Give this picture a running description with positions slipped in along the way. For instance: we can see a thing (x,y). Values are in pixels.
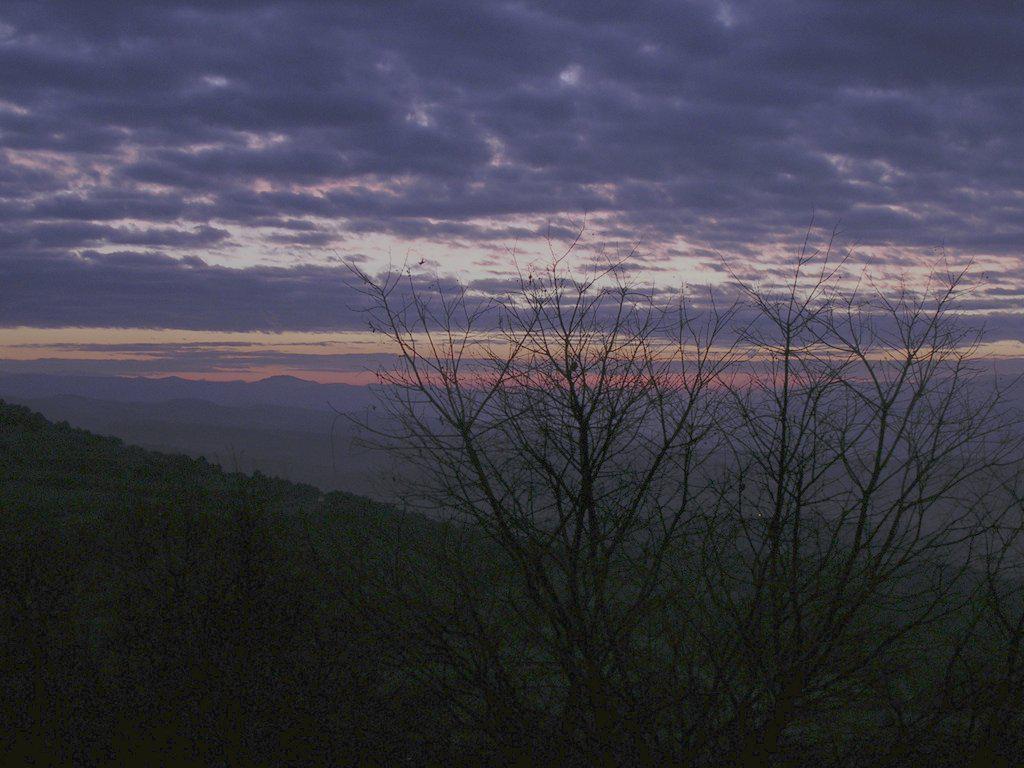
In this image, we can see trees (540,479) and hills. At the top (397,214), there are clouds (397,214) in the sky (321,192).
